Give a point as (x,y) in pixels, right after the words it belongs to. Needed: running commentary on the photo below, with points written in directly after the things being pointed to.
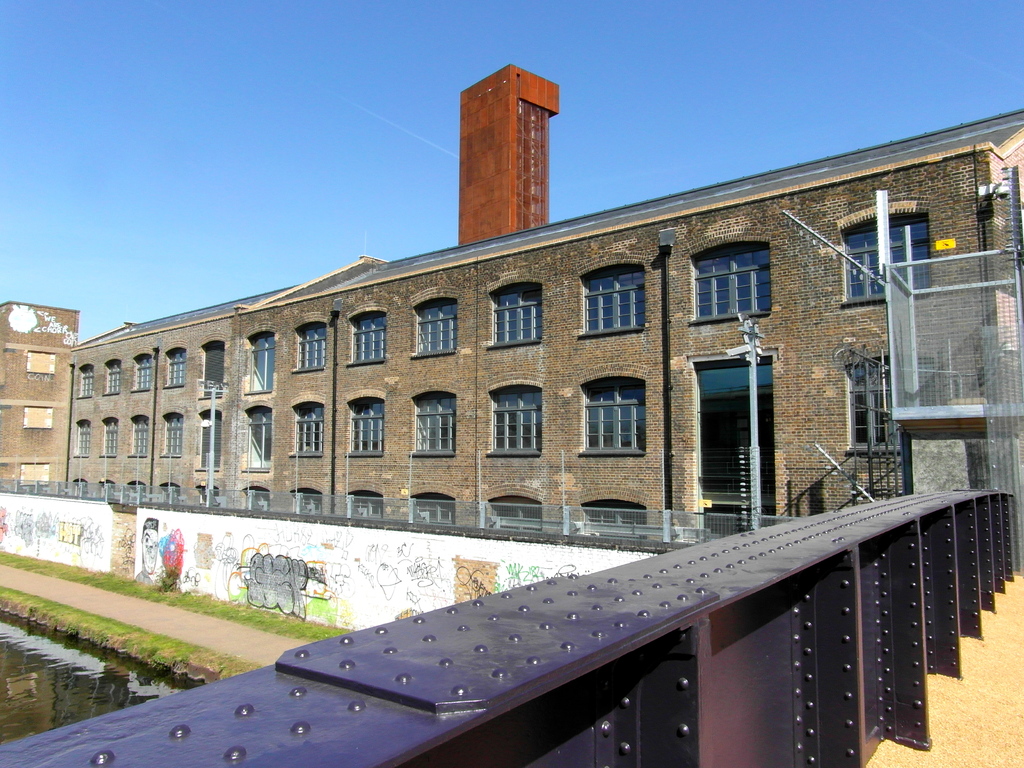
In the picture there is a huge building (362,377), it has plenty of windows (522,444) and on the right side (959,515) there is an iron fencing (839,610), in front of the fencing (821,609) there is a water surface (86,650). Beside the water surface (130,682) there is a wall (58,509).
